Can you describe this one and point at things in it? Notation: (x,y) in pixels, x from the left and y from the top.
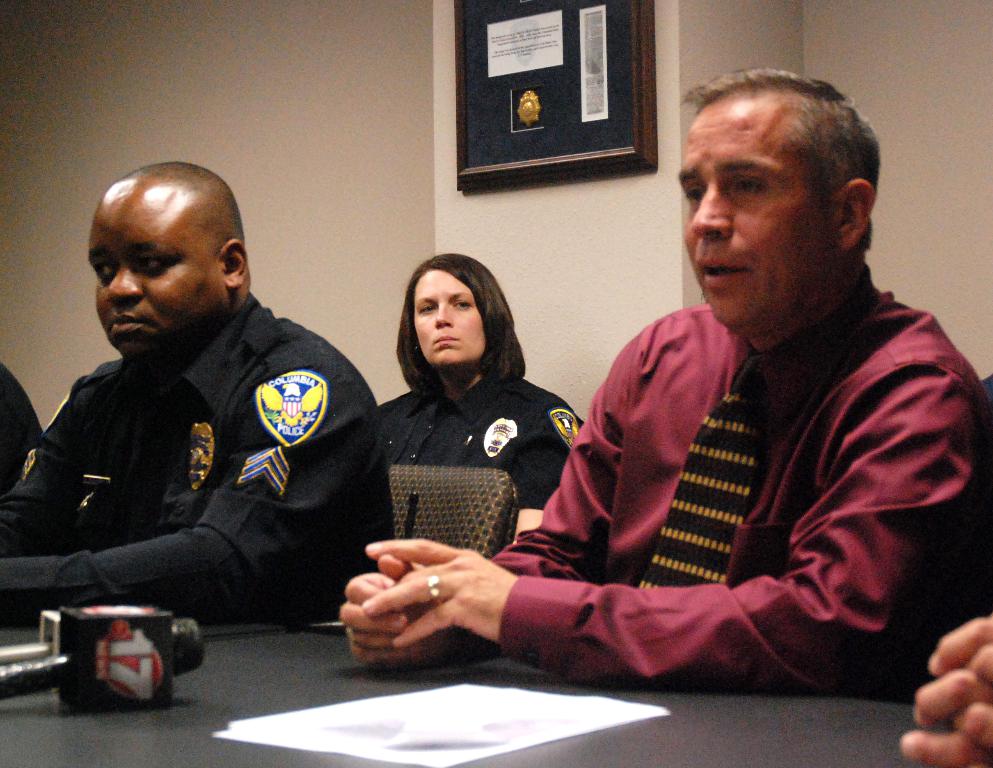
In the picture we can see a two men (382,538) are sitting on the chairs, one man (109,455) is in police uniform (104,578) and one man (427,619) is in shirt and a tie (715,452) to it and behind them, we can see a woman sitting in a police uniform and on the desk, we can see some papers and microphone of a channel and in the background (528,144) we can see a wall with a photo frame (583,69).
